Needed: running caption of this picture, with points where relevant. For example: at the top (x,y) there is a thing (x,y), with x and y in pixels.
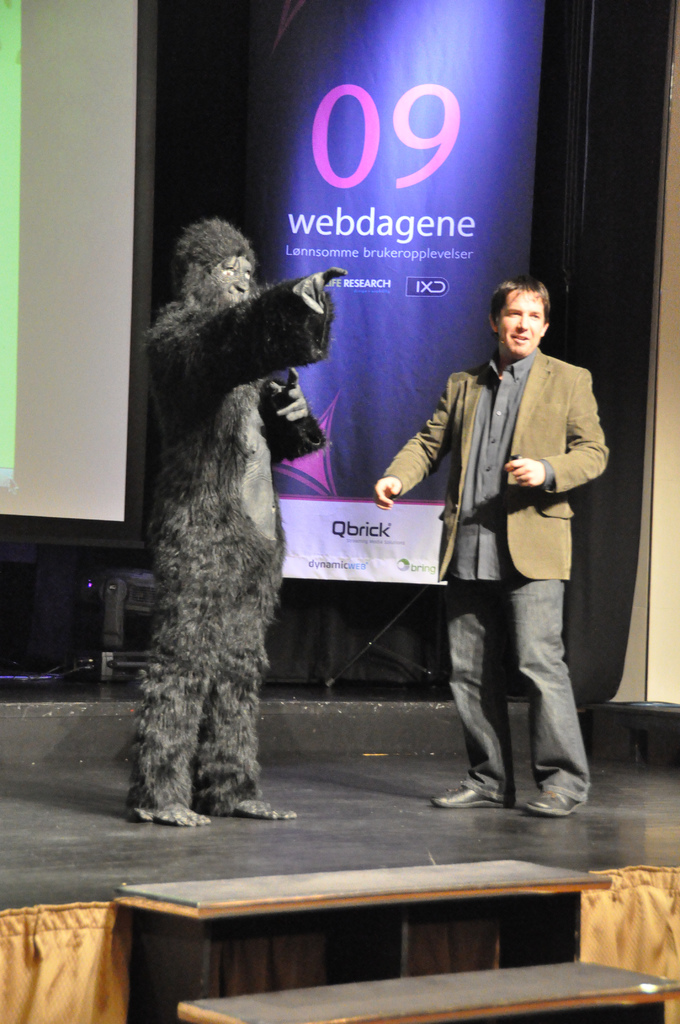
Here I can see two persons (496,406) are standing on the stage (224,837). The person (243,623) who is on the left side (202,552) is wearing a costume (184,649) and both are looking at the right side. At the bottom (441,987) there are stairs (377,927). In the background (43,379) there is a screen (69,222) and a banner (417,226) on which I can see some text (434,146).
